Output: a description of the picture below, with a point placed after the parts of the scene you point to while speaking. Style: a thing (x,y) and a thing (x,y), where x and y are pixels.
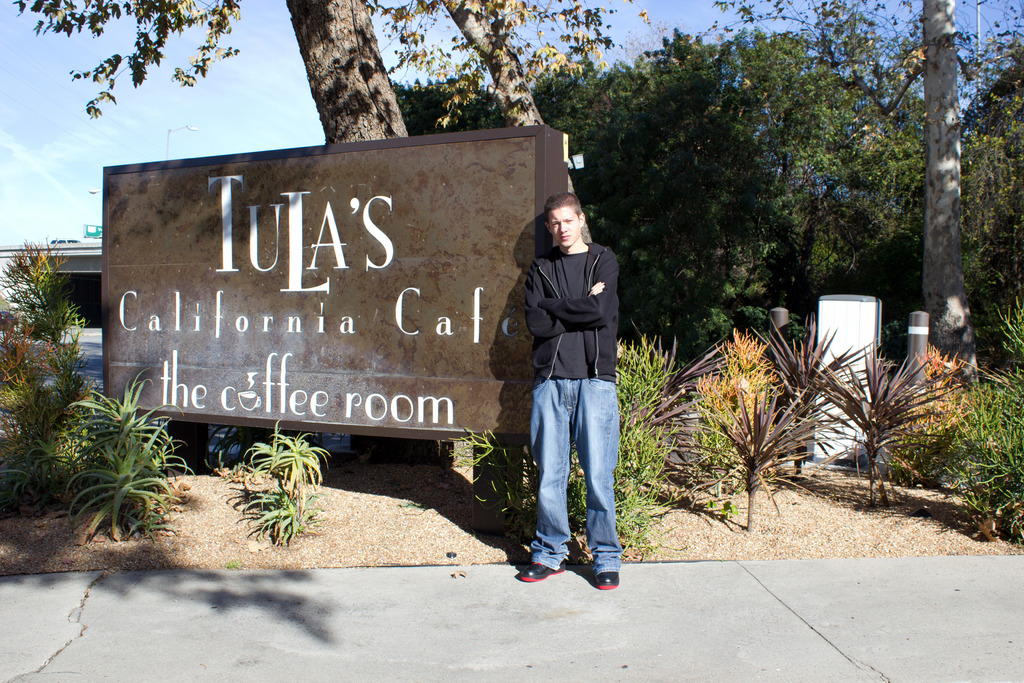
In this picture there is a person (590,387) wearing black dress (590,349) is standing beside an object (395,308) which has something written on it and there are few plants (751,357) and trees (615,193) in the background (649,156) and there is a bridge (58,259) in the left corner (64,254).
